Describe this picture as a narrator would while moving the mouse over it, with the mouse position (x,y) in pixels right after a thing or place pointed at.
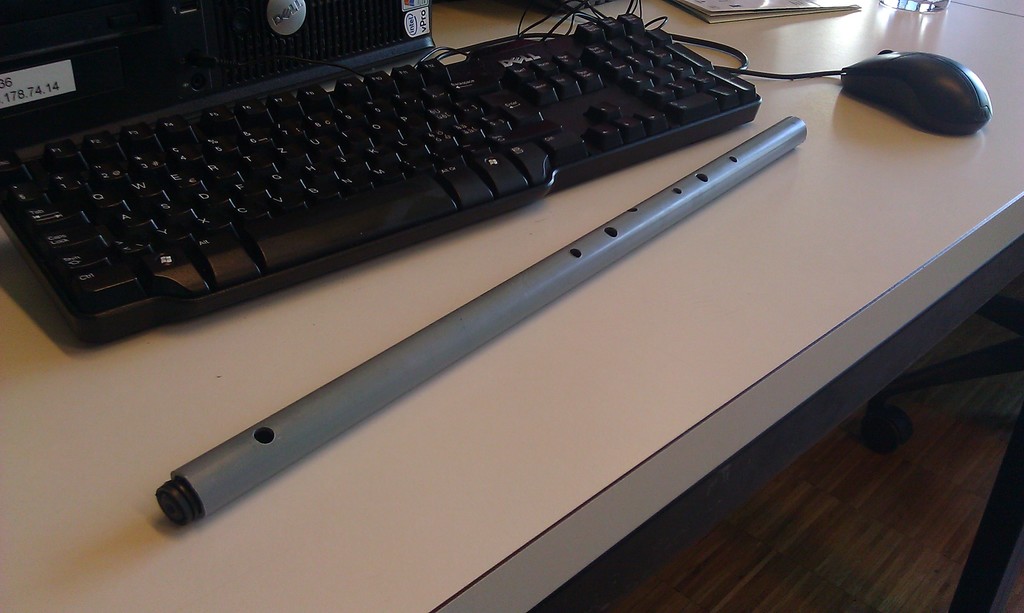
In this image I can see the keyboard (516,140), mouse (859,88), flute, an electronic device (336,37) and the papers (735,6). These are on the cream color surface (577,389).
